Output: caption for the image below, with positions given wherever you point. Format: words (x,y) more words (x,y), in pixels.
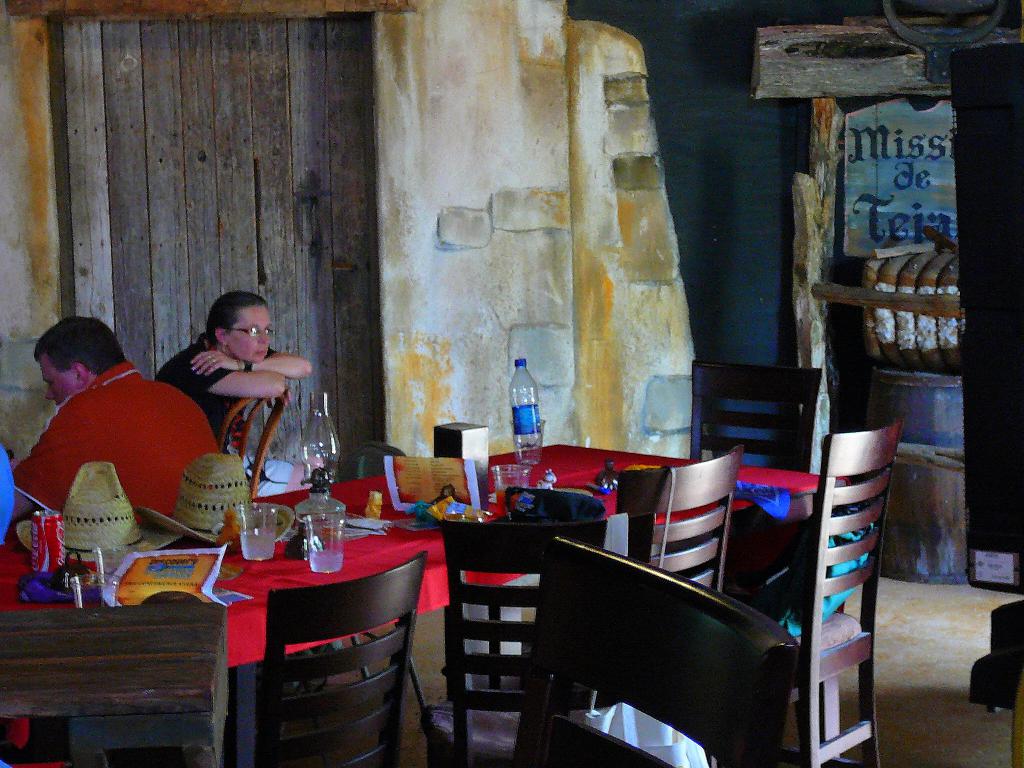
In this image we can see table (554,459), chairs (669,468), bottles (523,422), people (152,448) and other objects (292,552). In the background of the image (309,295) there is a wooden texture (327,208), wall (542,236), name board (912,204) and other objects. On the right side of the image (912,661) there is an object (1015,749) and the floor (955,718).
